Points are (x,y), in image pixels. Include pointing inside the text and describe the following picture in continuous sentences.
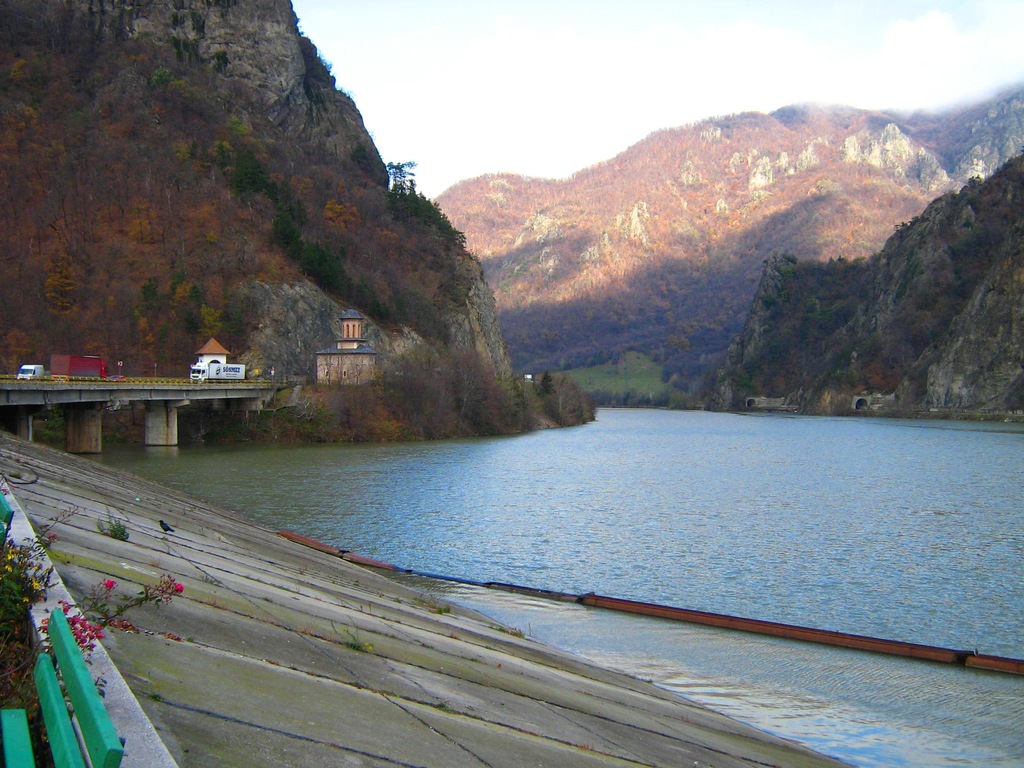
In this image we can see few mountains (750,249). There are many trees (800,287) in the image. There are few vehicles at the left side of the image (208,367). There is a bridge (149,388) at the left side of the image (124,390). We can see the water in the image. There are few wooden objects (73,751) at the left side of the image (22,747). There are few flowers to the plants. We can see the sky (504,96) in the image.
